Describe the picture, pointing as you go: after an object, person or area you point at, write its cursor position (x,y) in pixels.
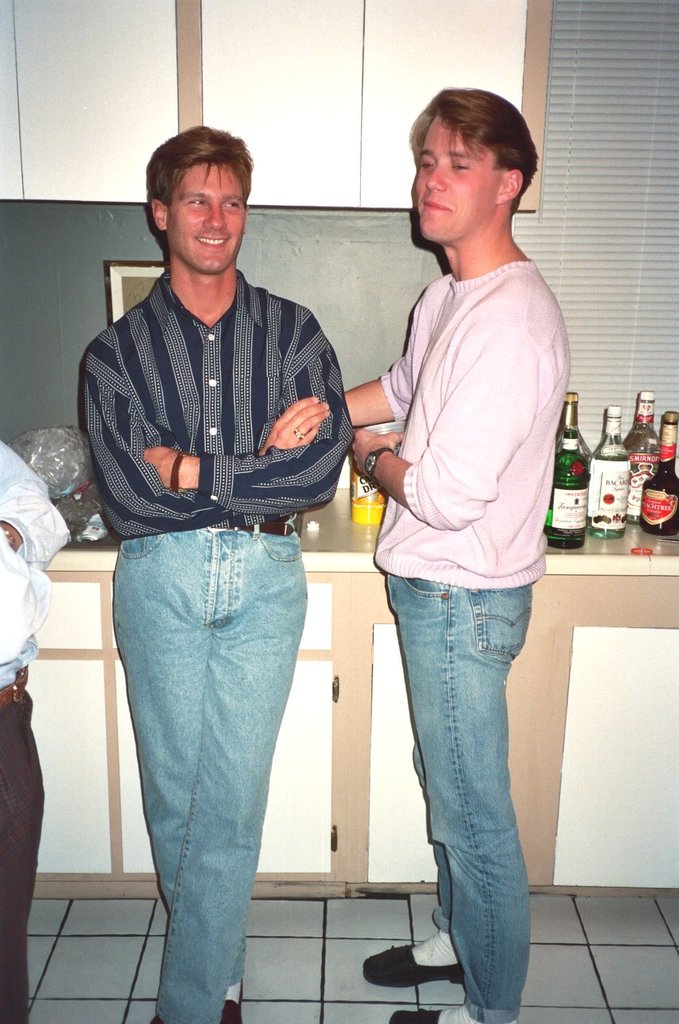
In this image we can see three persons (251,702) standing on the floor (373,948). In the background (524,757), we can see cupboards (643,650), group of bottles (675,471) placed on top of the cupboard (355,555) and a photo frame (134,294).
